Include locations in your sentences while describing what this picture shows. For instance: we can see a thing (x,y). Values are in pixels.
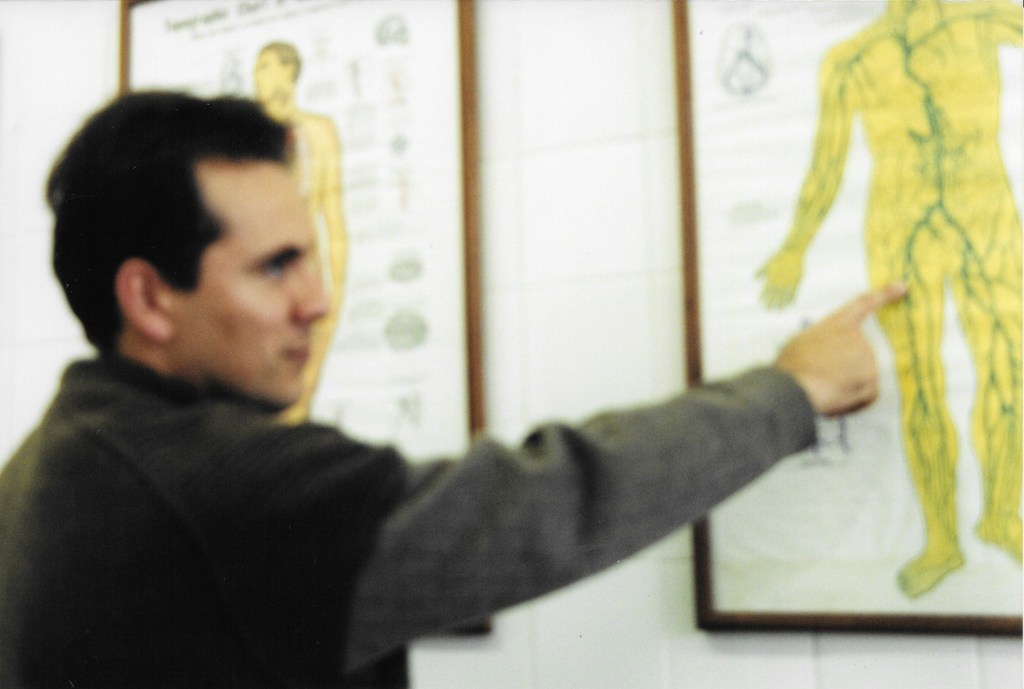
In this picture there is a person (101,330) standing and pointing the board (781,193). There are boards (957,435) on the wall (644,190) and there are pictures (939,543) of persons (903,313) and there is text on the boards (378,22).
